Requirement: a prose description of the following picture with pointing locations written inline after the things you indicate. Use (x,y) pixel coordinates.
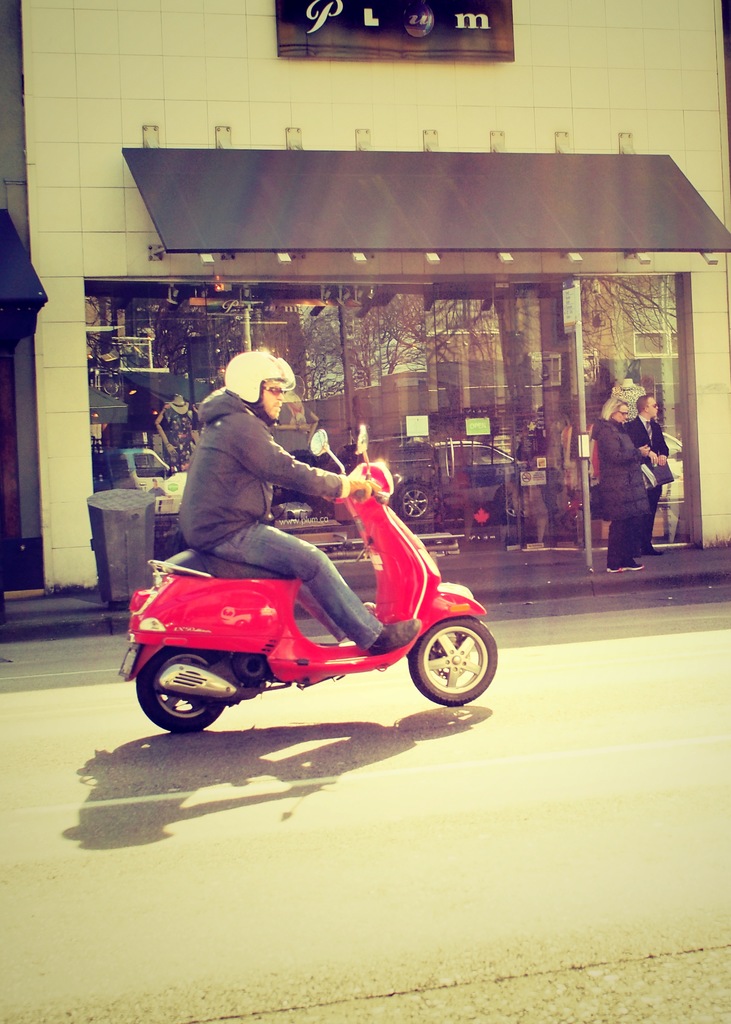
In this image we can see a red color scooter (189,622) upon which a man (322,478) is riding by wearing a helmet (257,383) on his head (273,399). In the background of the image (384,265) we can see a store (533,409). where two persons (625,452) are standing. Through glass (426,503) we can see a car (471,464).
